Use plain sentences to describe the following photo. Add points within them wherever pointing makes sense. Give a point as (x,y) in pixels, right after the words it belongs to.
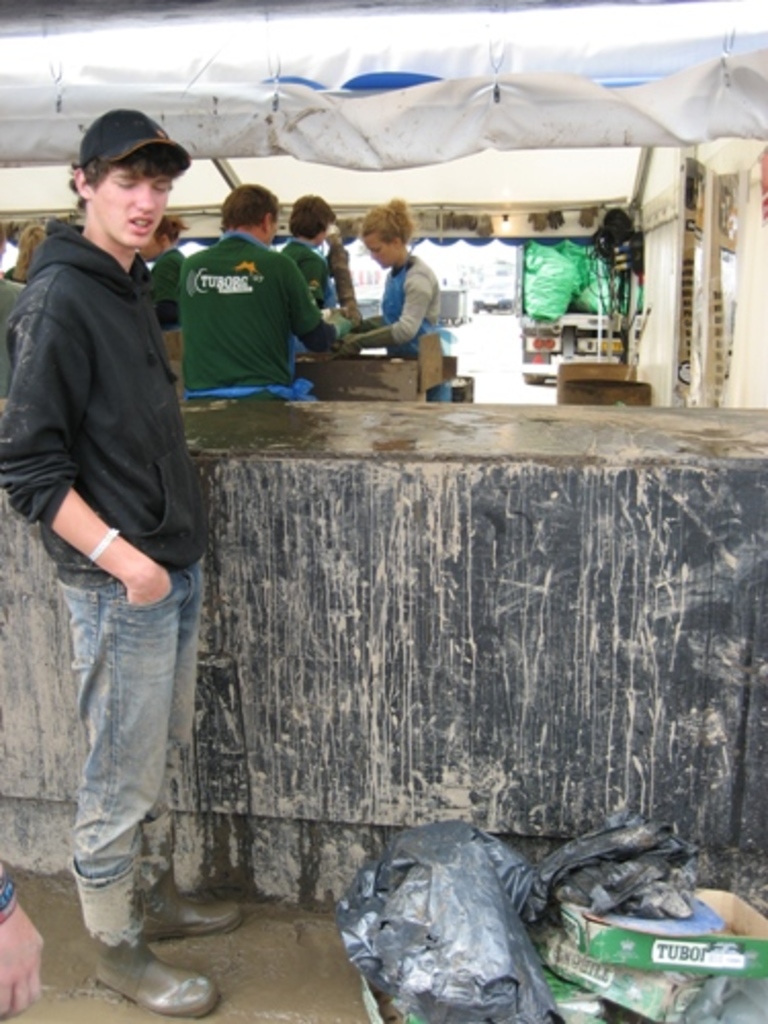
This image consists of some persons (57,288). There is a cover (480,100) at the top (249,160). There are some covers (436,827) and boxes (710,906) at the bottom (613,931). There is a vehicle (555,277) on the right side (523,263).
